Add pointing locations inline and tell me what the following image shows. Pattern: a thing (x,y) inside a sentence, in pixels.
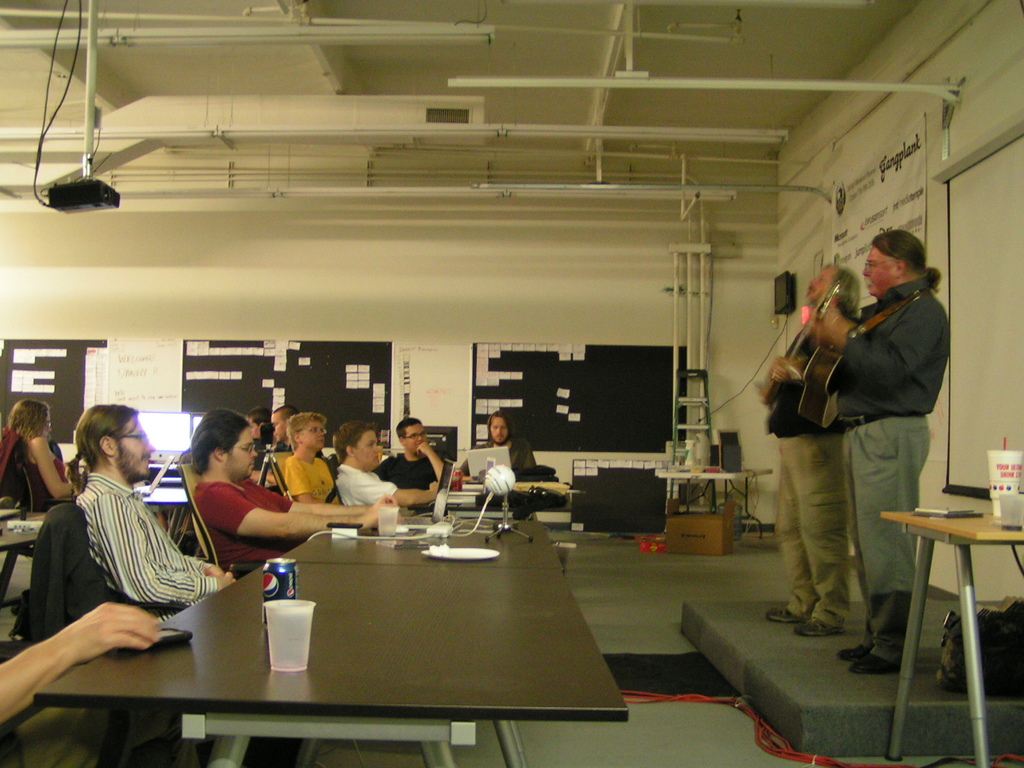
This is the picture of a hall (155,279) where we have some people (249,462) sitting on the chair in front of the tables (548,559) on which there are some tins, glasses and bottles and beside them there is a board (231,354) on which some papers (245,352) pasted and there are some lights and two people (825,494) standing on the dais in front of them and there is a stool (926,532) and a white board (952,436).
